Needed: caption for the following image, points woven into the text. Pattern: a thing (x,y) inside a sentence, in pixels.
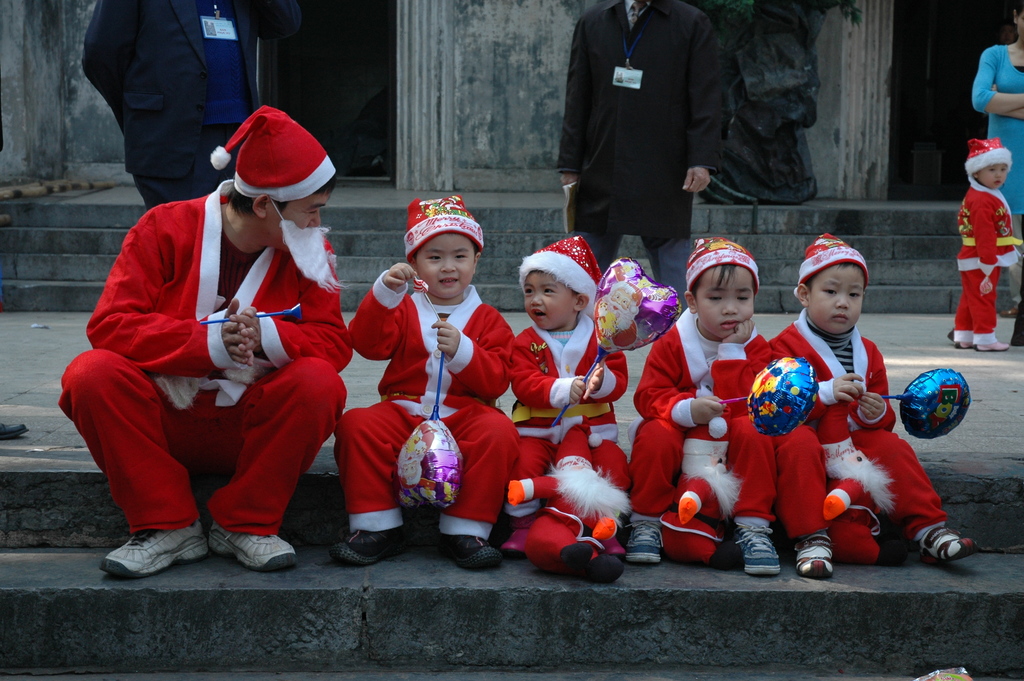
In the image there are few kids (851,354) and a man (170,322) with red and white santa claus dresses (165,353) and holding the toys (434,467) in their hands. And there are caps (303,171) on their heads (725,290). They are sitting on the steps (295,543). Behind them there are few people (625,101) standing. And there are steps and walls (415,89) and also there is a black color statue (752,96) in the background (779,161).
